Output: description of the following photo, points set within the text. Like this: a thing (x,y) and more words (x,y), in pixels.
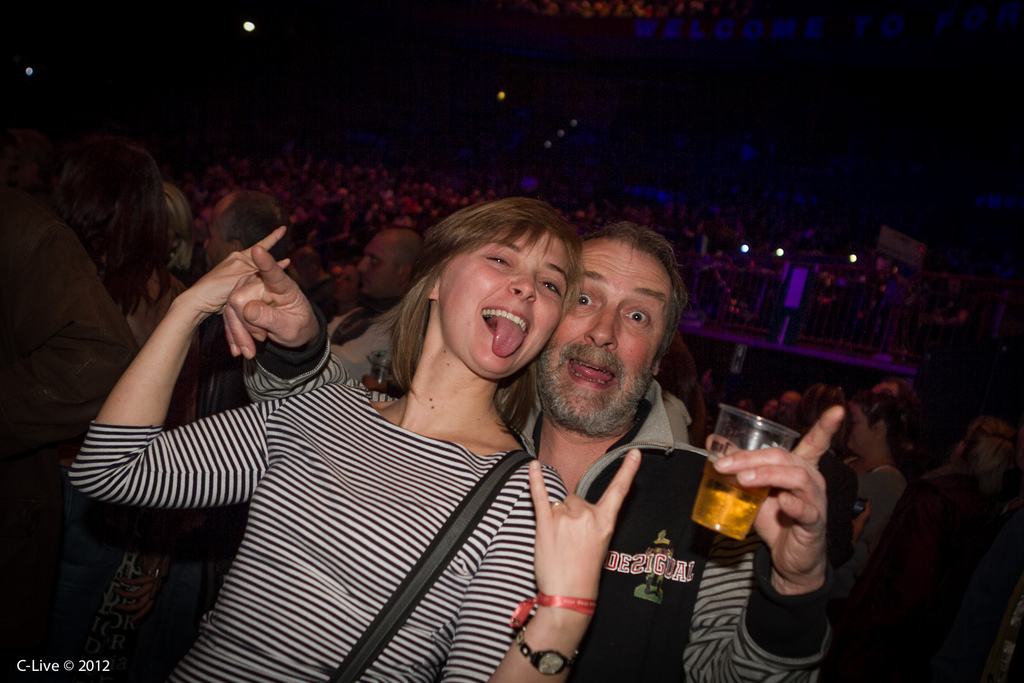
This picture shows people (390,237) few are seated and few are standing and we see a man (638,332) and a woman (567,285) standing in front (785,484) and a man (675,512) holding a glass of beer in his hand (815,444).
